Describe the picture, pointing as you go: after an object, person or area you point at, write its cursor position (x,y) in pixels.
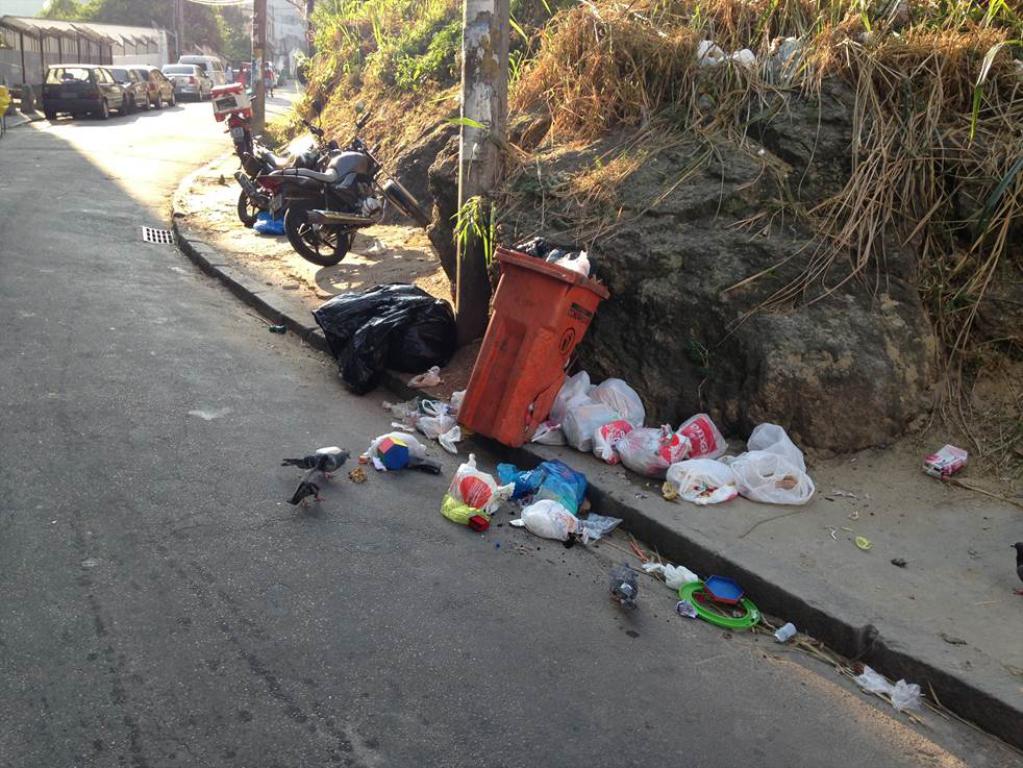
In this image in the foreground (434,385) there is a dustbin (513,351), packets (545,469) of waste materials (410,409) are there. Beside the road (287,422) few bikes (282,198) are parked. On the top left (71,89) there are cars (126,77) parked. In the background (164,61) there are trees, buildings (72,44). This is a stone (745,252).
